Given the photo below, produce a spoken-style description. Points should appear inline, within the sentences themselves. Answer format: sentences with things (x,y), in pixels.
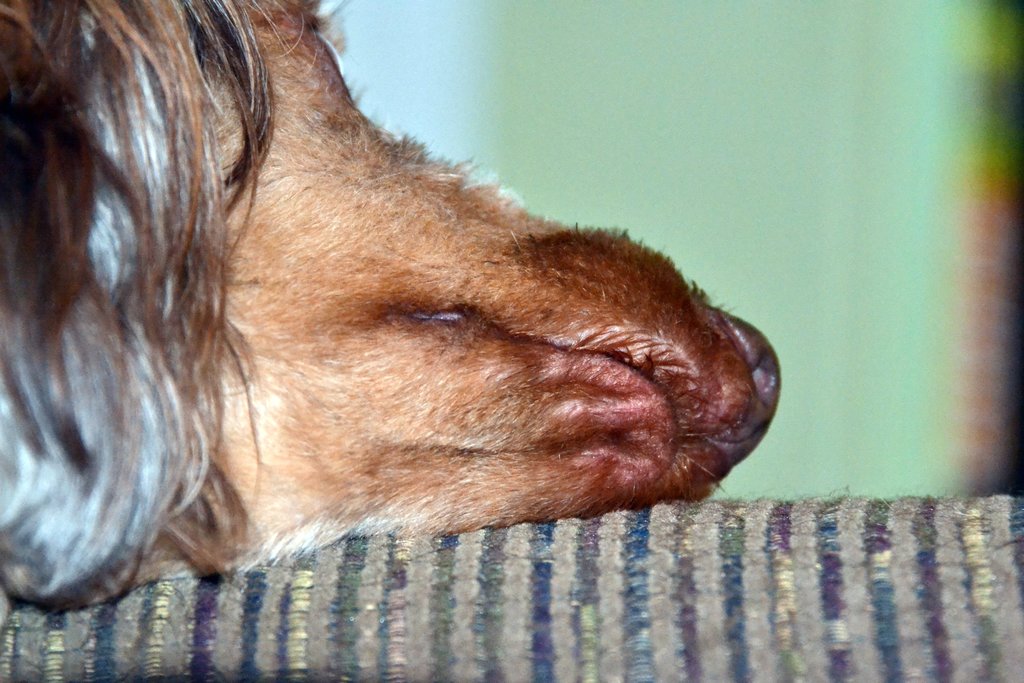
In this image there is an animal face (238,544) on the cloth (436,544), and there is blur background (845,283).
